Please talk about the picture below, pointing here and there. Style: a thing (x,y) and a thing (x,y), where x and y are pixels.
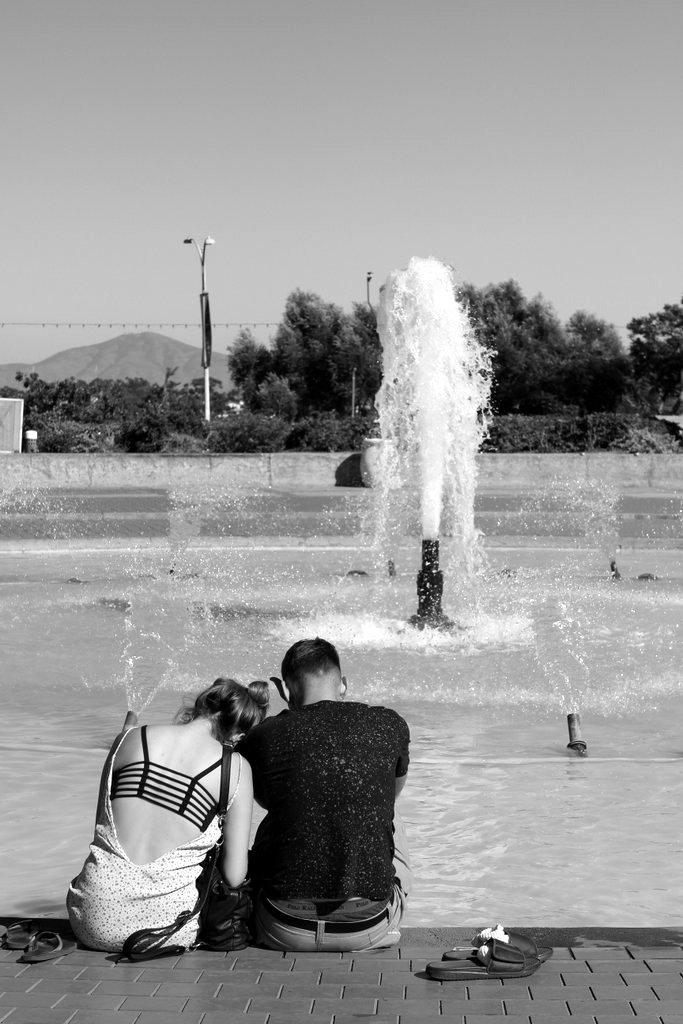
In the image I can see a lady (241,879) and a guy (267,787) who are sitting on the path (154,963) and beside them there are footwear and also I can see a water fountain (60,801), trees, plants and a pole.
